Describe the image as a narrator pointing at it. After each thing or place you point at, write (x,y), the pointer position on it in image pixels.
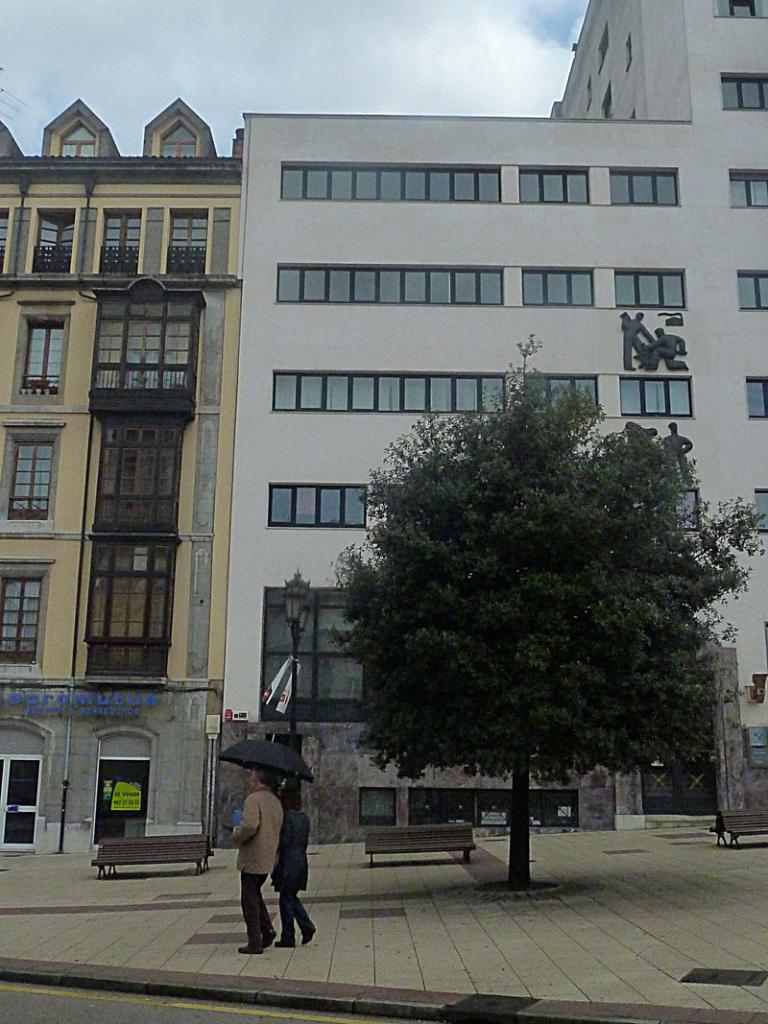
In this image we can see two persons (254,818) under an umbrella (296,765). Behind the persons (272,824) we can see few benches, buildings (79,601) and a tree (497,545). We can see a few poles (293,708) with lights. On the right side (659,357), we can see few sculptures (632,363) on the building (650,390). On the left side (20,777), we can see the text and door (36,757) of the building (36,757). There are few windows (398,300) on the buildings (327,543). At the top (295,58) we can see the sky (237,61).
